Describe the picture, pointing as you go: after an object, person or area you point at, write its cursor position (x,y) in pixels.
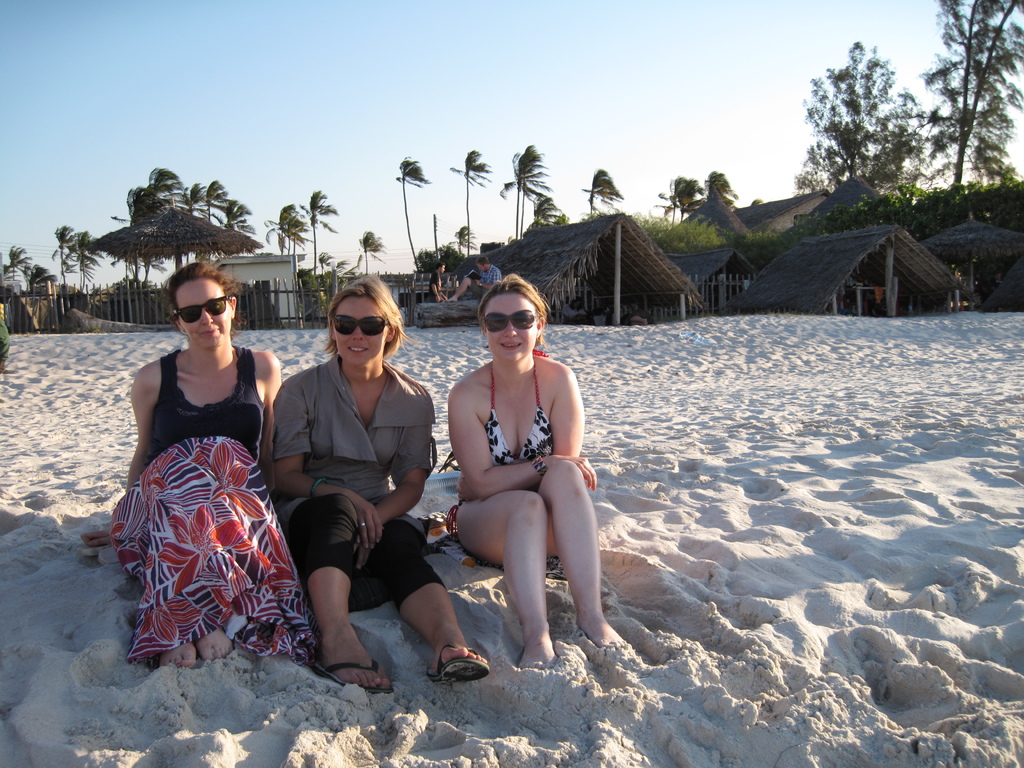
In this picture I can see women (407,417) are sitting on the sand (429,367). These women (300,436) are wearing black color shades (378,323). In the background (482,274) I can see people (497,274), trees (533,224), beach huts (603,256) and the sky (379,132).
